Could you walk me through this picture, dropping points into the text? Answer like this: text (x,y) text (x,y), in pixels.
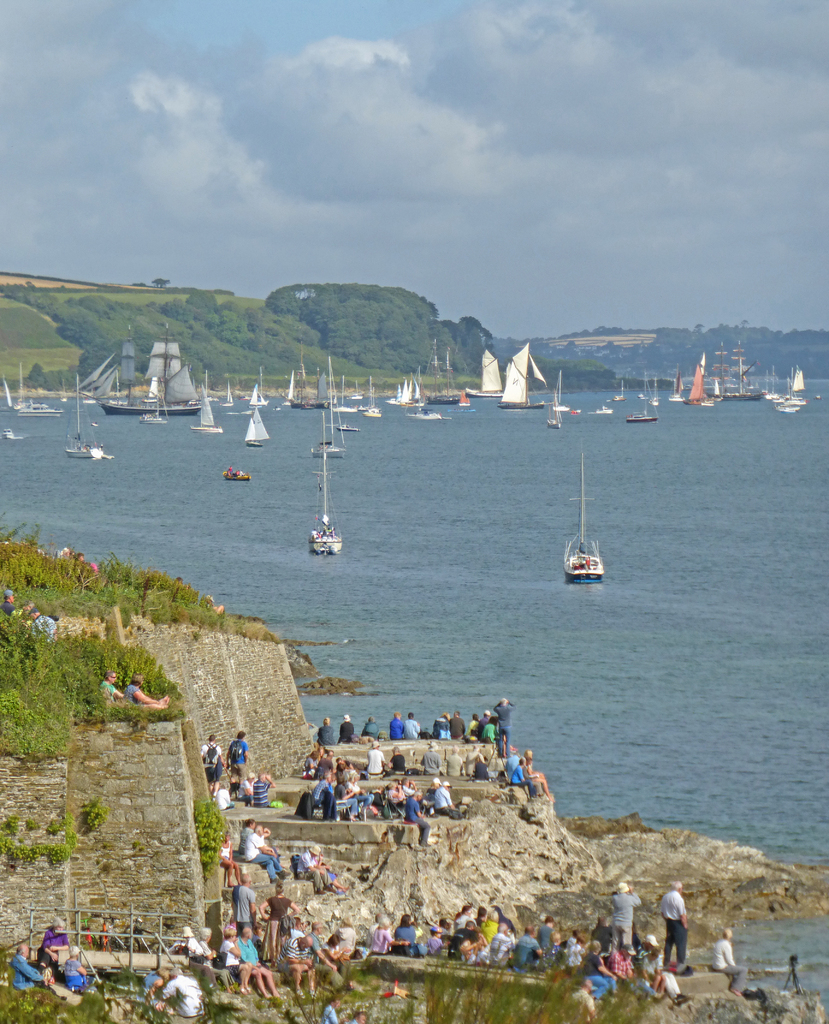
There is a group of persons (257,787) present at the bottom of this image (309,772). We can see some plants (159,593) on the left side of this image (131,599). There are boats (165,389) on the surface of water (344,504) in the middle of this image (312,406) and there are trees (195,353) and mountains (372,374) in the background (502,354). We can see a cloudy sky (412,138) at the top of this image (474,170).
